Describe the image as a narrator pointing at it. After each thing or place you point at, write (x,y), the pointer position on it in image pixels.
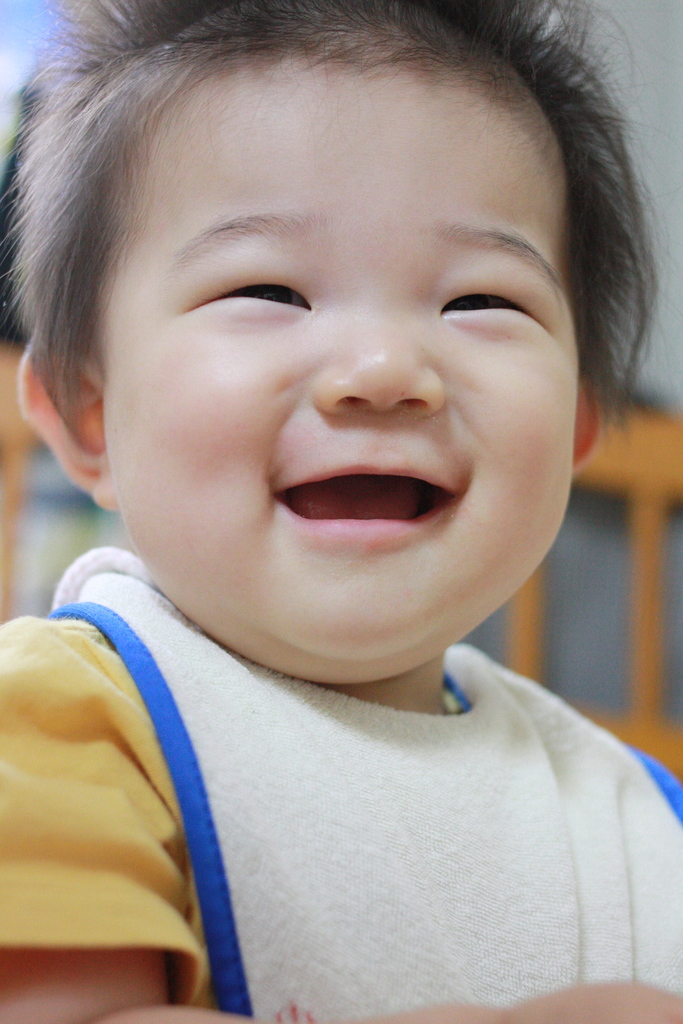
In the image a kid (365,157) is smiling.
